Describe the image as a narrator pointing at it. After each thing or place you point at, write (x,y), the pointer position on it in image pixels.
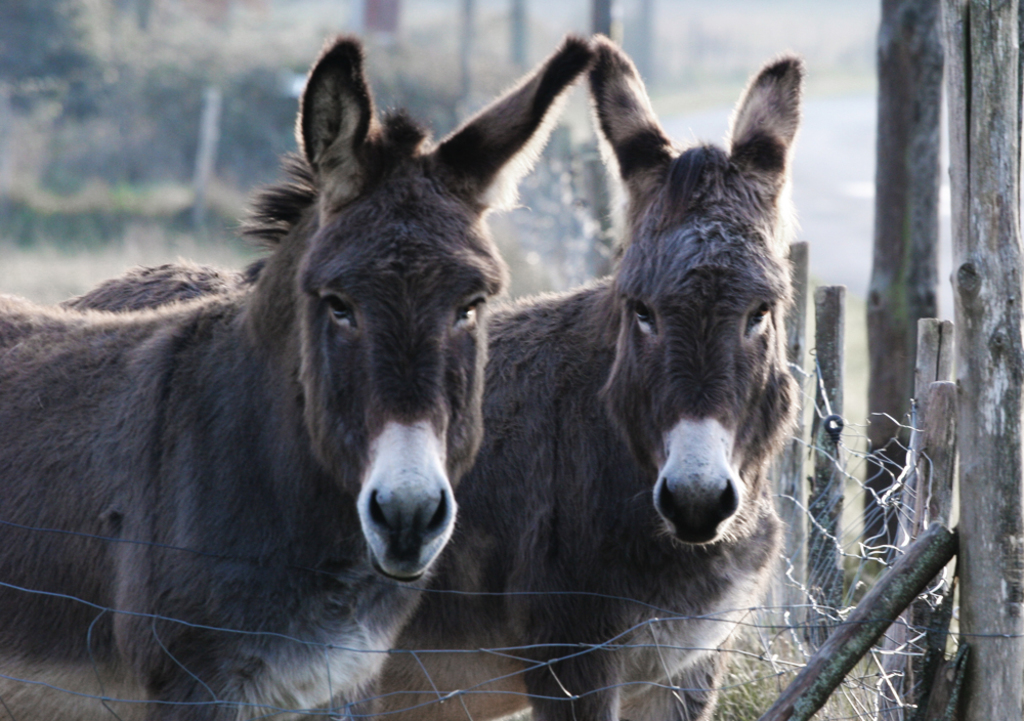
In the center of the image (472,388) we can see the donkeys (410,264). On the right side of the image (798,342) we can see the mesh (834,581) and poles (898,405). In the background of the image (64,124) we can see the trees (184,22).
